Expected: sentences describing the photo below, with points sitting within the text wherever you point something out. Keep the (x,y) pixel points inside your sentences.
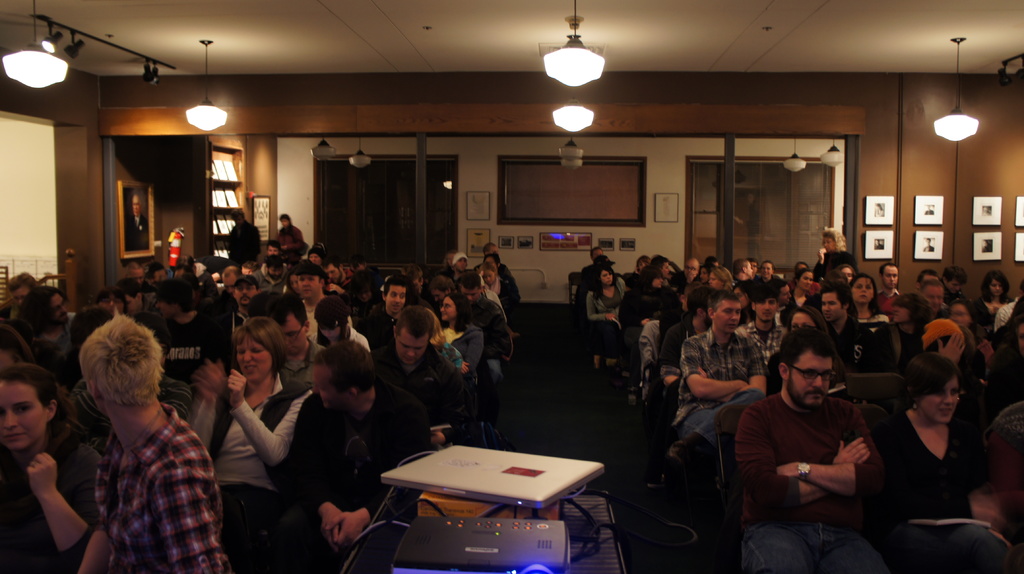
In this picture, we see many people (988,433) sitting on the chairs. At the bottom of the picture (495,498), we see a projector (506,541) and a laptop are placed on the table (606,543). On the left side (165,190), we see a wall (92,187) on which photo frame (124,218) is placed. Beside that, there are windows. In the background (272,223), we see a white wall (480,178) and a wall (1007,176) in brown color with many photo frames (981,249) placed on it. This picture is clicked in a meeting hall (642,363).
